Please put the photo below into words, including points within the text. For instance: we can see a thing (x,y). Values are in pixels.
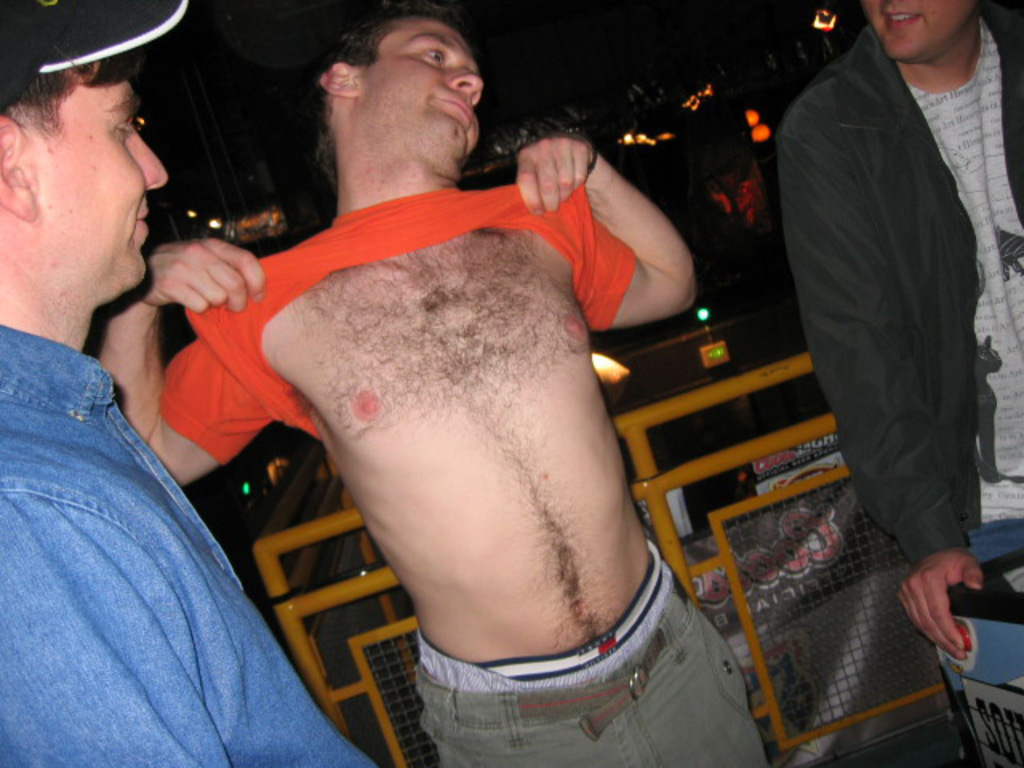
In this image we can see three men (551,267) standing. On the backside (289,543) we can see a metal fence (796,364), poles (676,526) and some lights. On the right side (933,582) we can see the hand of a person (971,544) on an object (1010,608).
